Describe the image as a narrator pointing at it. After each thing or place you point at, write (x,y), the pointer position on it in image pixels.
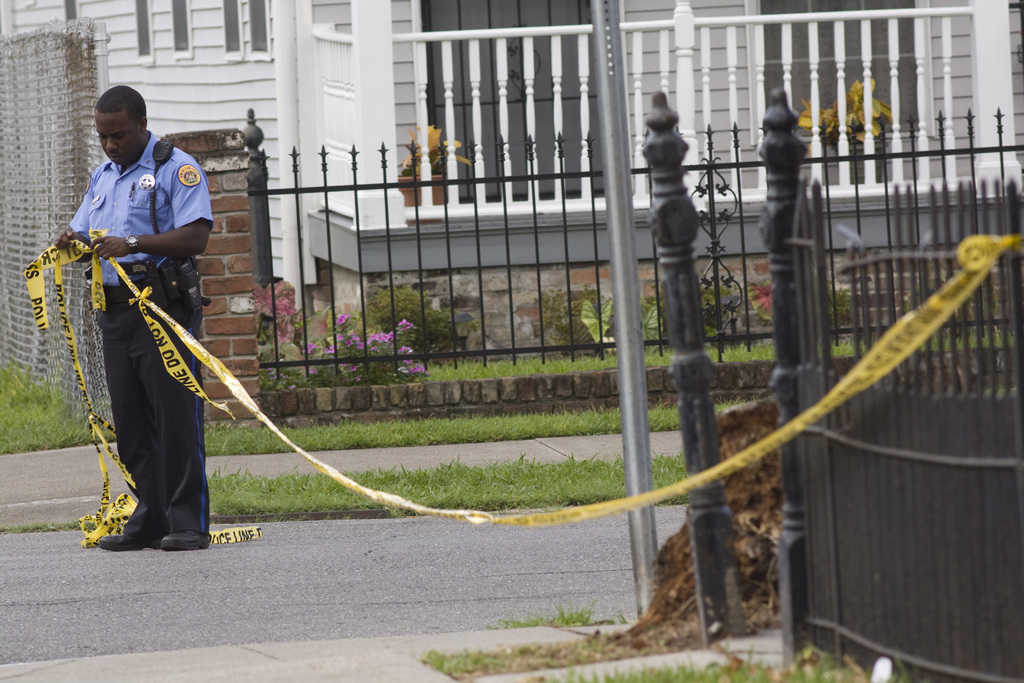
In the picture I can see a police man (135,266) standing and holding an object (982,256) which is tightened to a fence (959,321) in the right corner (980,301) and there is a fence (506,253), few plants (576,301) and a building (530,45) in the background (502,46).
